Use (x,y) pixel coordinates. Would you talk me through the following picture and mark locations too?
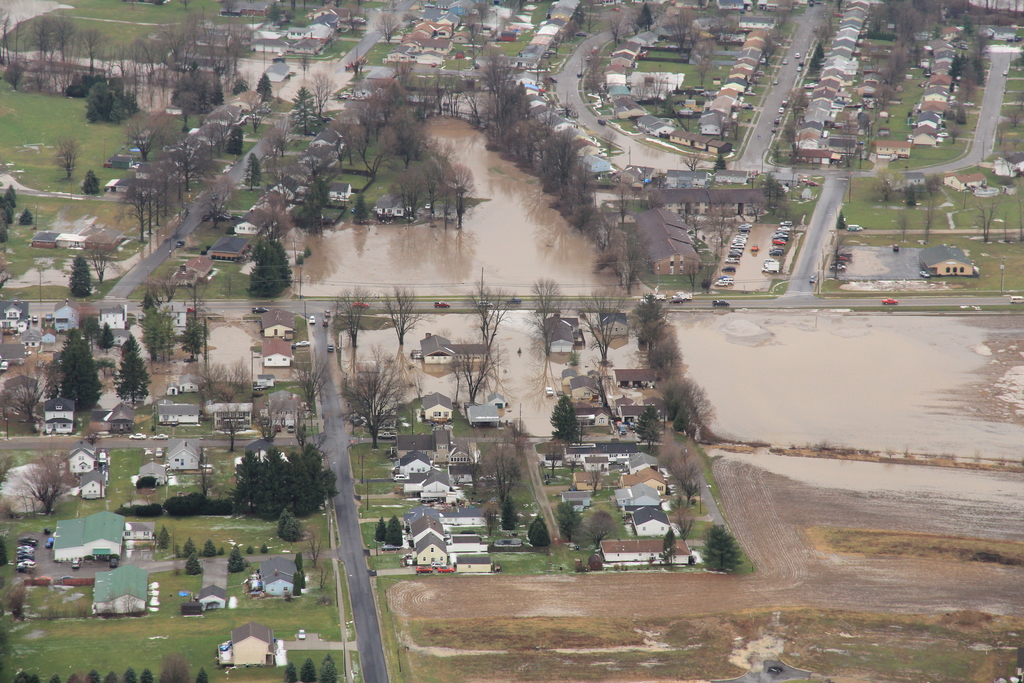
In this picture we can observe houses (422,522). There are roads (130,304). We can observe water (442,289) in between the houses (421,349) and there are some vehicles (365,304) moving on the roads (248,311). There are trees (259,488) in this picture.
